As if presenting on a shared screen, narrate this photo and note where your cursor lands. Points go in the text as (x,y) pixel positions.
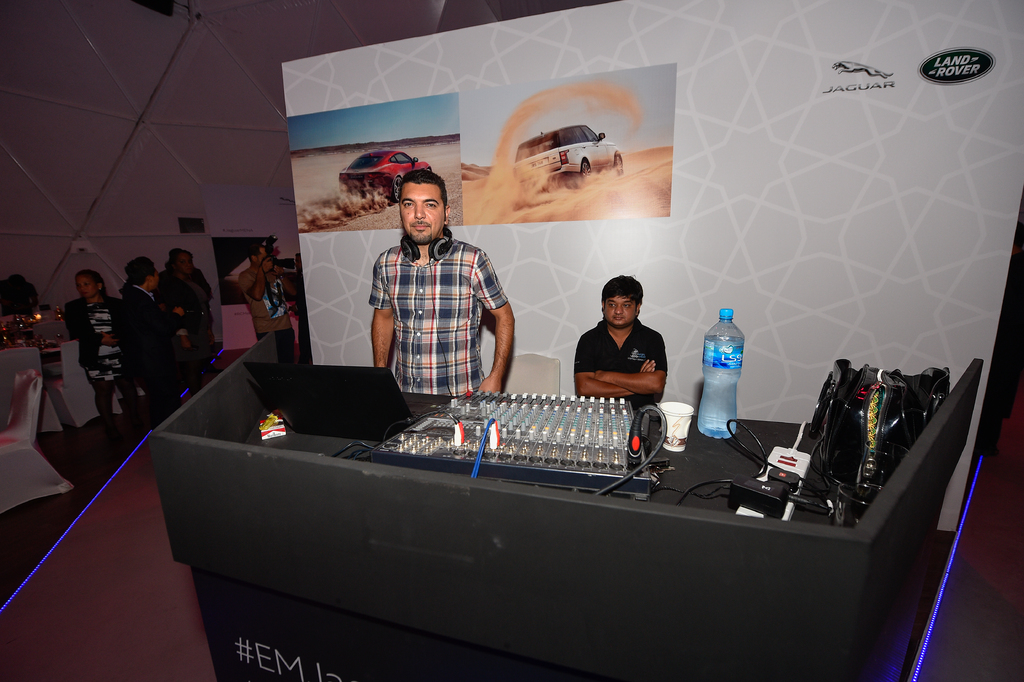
This picture shows few people (140,326) standing and we see a man (258,260) holding a camera (283,256) and we see advertisement hoarding (766,123) on the back (535,146) and we see a table (705,462) with music controller (495,471) and a water bottle (718,379) and a bag (867,465) and a cup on the table (712,514). We see a man (435,269) standing and he wore a headset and another man (597,354) seated on the chair (551,386).
